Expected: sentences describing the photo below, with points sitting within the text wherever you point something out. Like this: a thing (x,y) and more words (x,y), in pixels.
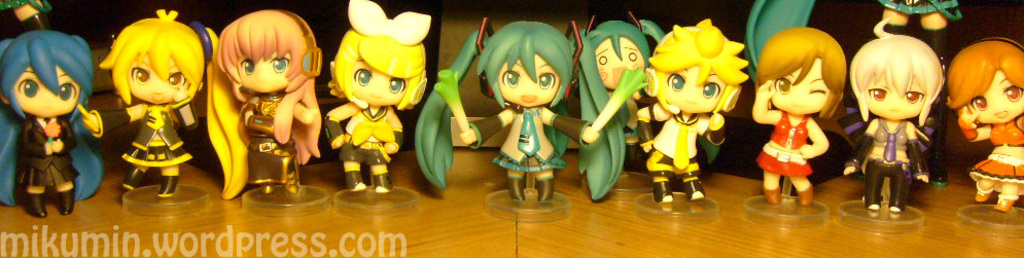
In this picture we can see many doll toys (31,112) are placed on the wooden table (480,215) and on the bottom of the image (228,226) we can see small text (12,237).
